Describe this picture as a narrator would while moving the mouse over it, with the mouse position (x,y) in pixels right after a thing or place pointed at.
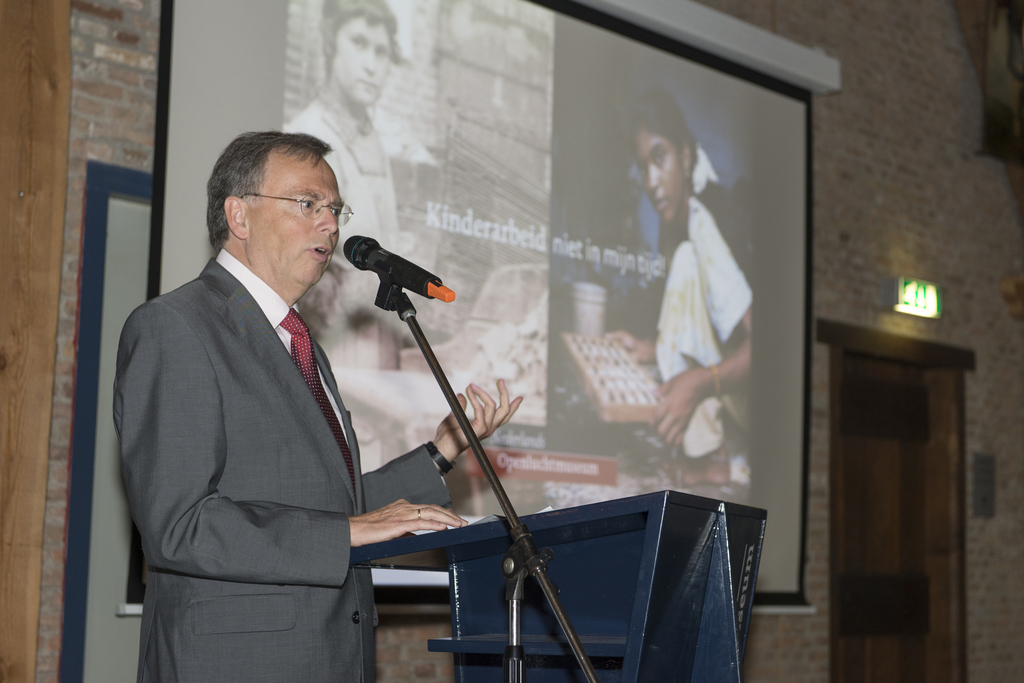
In the background (919,245) we can see the wall (961,239), a sign board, door (877,423) and a projector screen (415,371). We can see a man (270,301) wearing spectacles (295,203), shirt (274,325), tie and a blazer (300,388), standing near to a podium (664,516) and talking. We can see a mic (386,271) and a stand (398,295).
